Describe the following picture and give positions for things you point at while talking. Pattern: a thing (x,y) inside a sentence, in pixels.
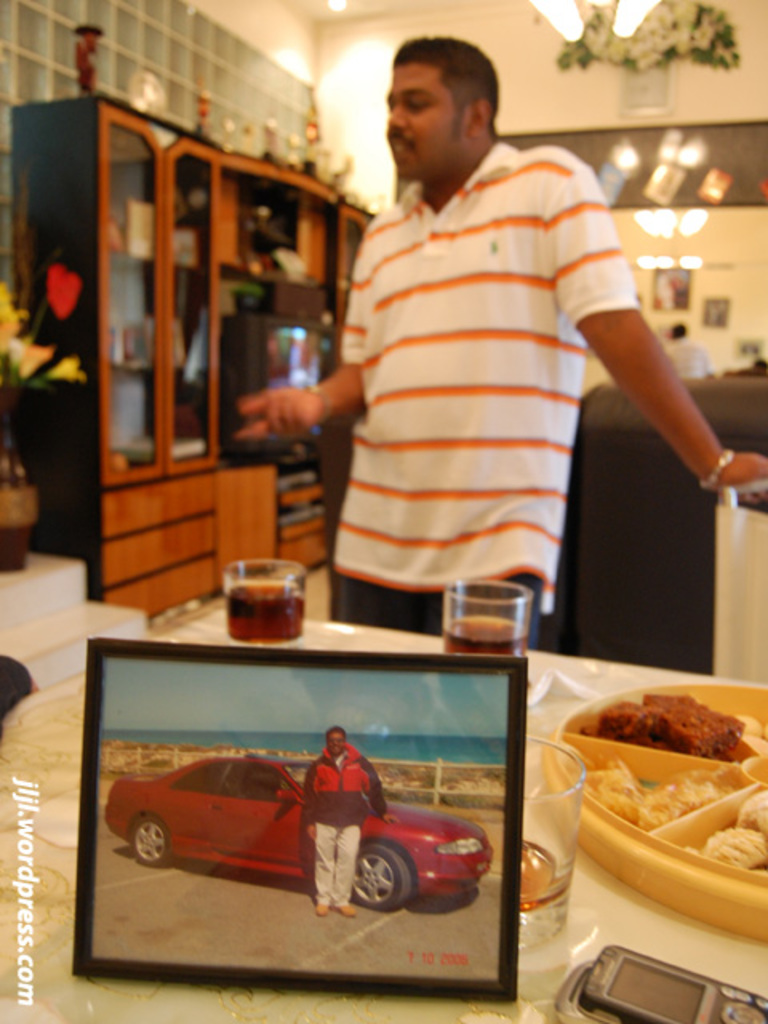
In the down side it is a photo (318,819), in this a man (349,840) is standing near the car (310,873). In the middle (459,463) a man (551,435) is standing, he wore a t-shirt (574,325). There are wine glasses (449,652) on this dining table (25,740).
